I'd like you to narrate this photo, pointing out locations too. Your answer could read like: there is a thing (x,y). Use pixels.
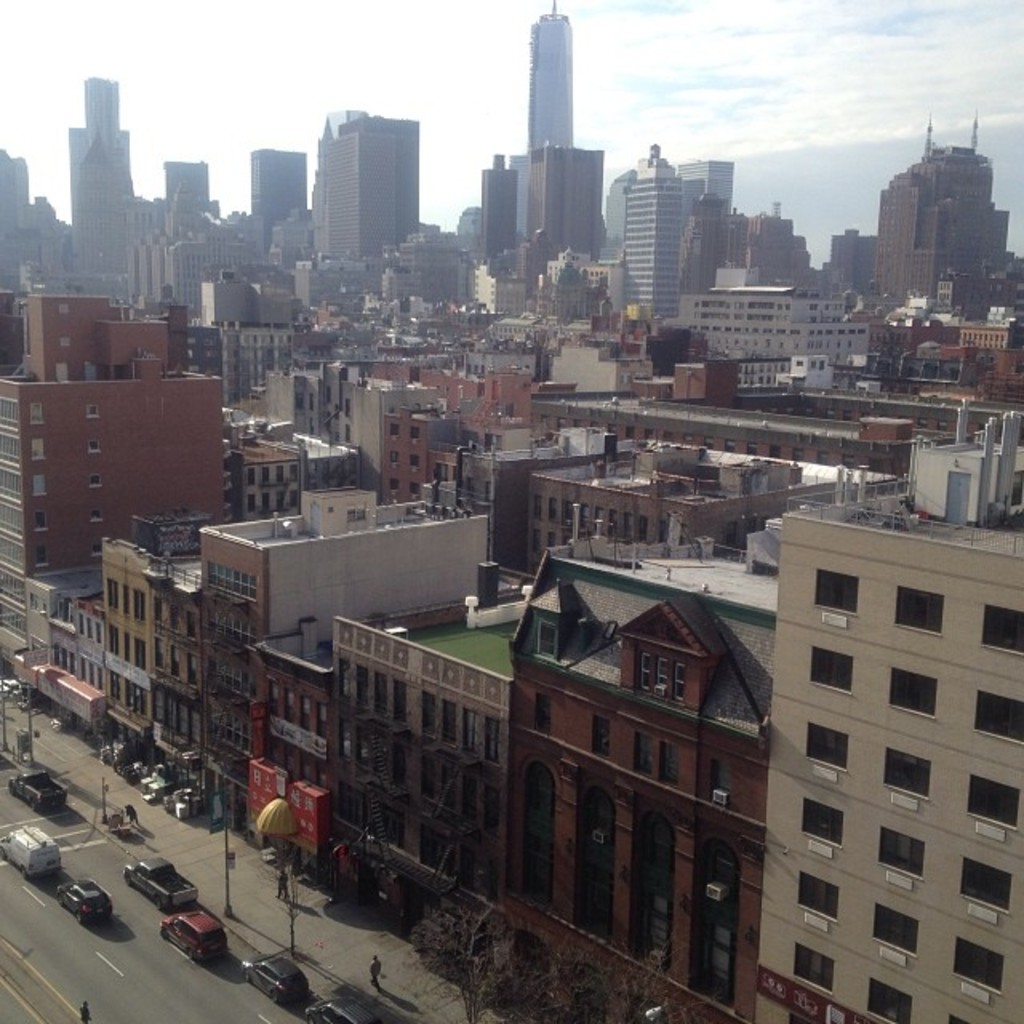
This image consists of many buildings (245,405) and skyscrapers (984,192). At the bottom (211,993), there is a road (107,965) on which, there are many cars (33,796). At the top (659,69), there is sky (907,31).
